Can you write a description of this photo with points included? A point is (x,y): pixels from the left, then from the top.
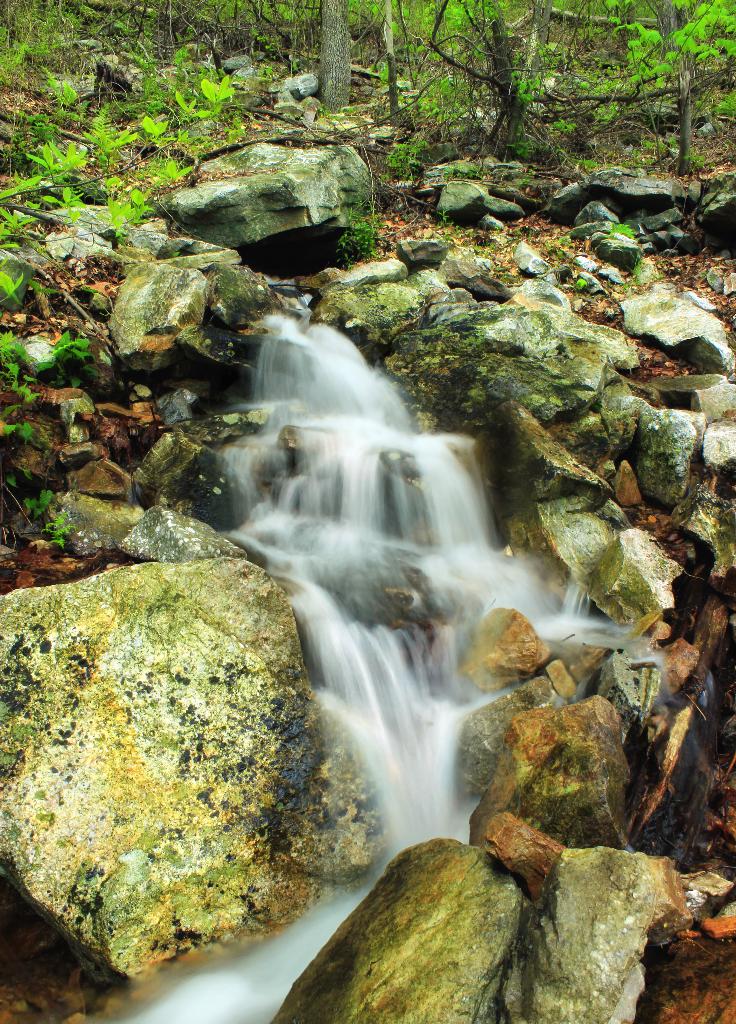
In this image there are few stones (237,690) having some water (358,463) fell on it. There are few plants (43,141), trees (436,95) and few rocks (678,328) are on the land (478,170).
